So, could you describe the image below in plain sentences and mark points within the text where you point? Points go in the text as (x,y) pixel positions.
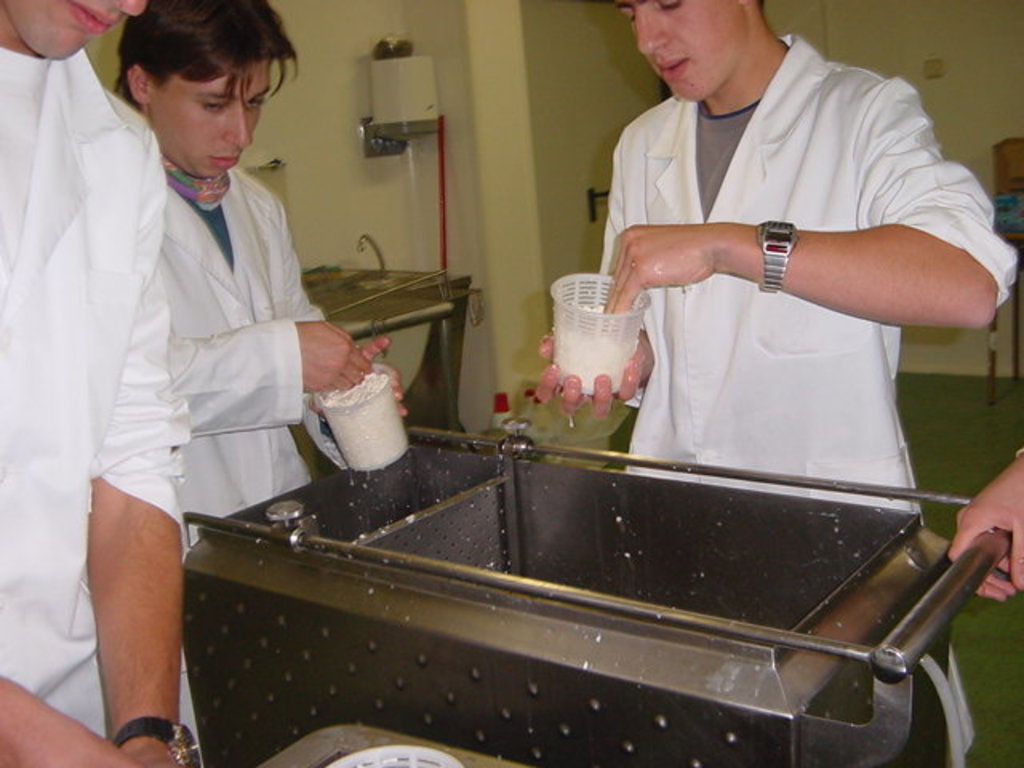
In this image there are few people (271,219) wearing white apron (94,462). They are holding cups (378,406). Inside it there are few things (374,394). This is looking like a tub (505,544). In the background (425,112) there is sink (378,269), wall (425,138), cupboard (549,150) and few other things (415,98).
